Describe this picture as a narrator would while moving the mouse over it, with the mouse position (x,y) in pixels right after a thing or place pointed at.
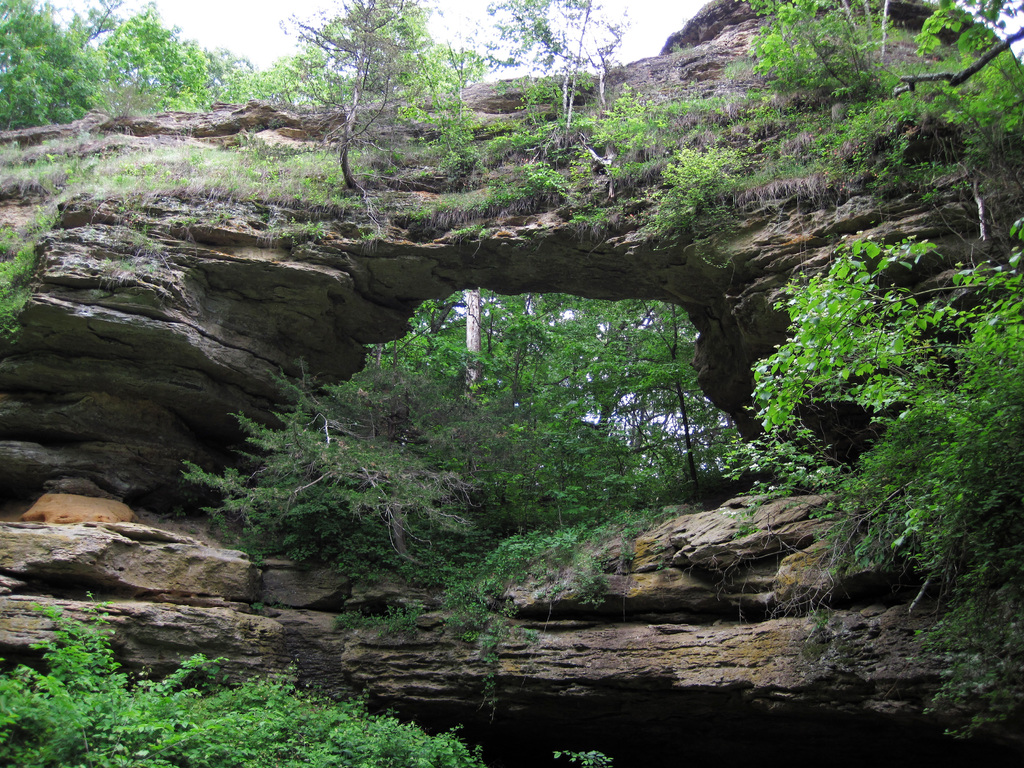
In this image we can see a stone arch (565,279), plants (565,175), trees (969,324) and other objects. In the background of the image (407,426) there are trees (464,444), plants (857,361) and the sky (528,23). At the bottom of the image (760,646) there are stones (722,667) and the plants (56,674).
